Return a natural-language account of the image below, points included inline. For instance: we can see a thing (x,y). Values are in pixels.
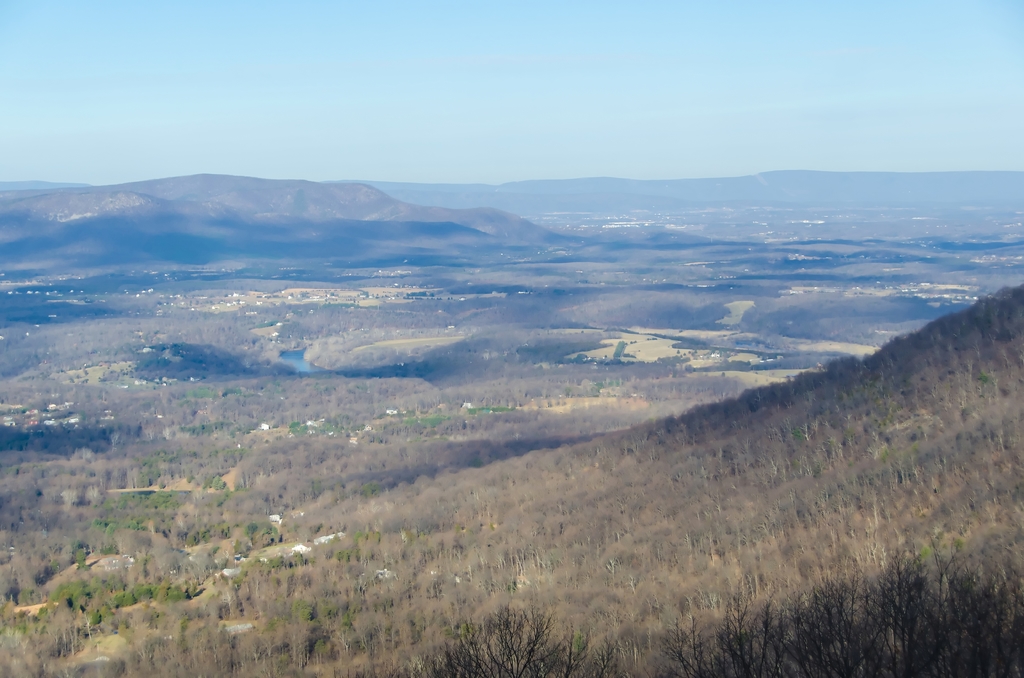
In this picture we can see trees (476,475), mountains (472,472) and we can see sky (689,159) in the background (689,159).
